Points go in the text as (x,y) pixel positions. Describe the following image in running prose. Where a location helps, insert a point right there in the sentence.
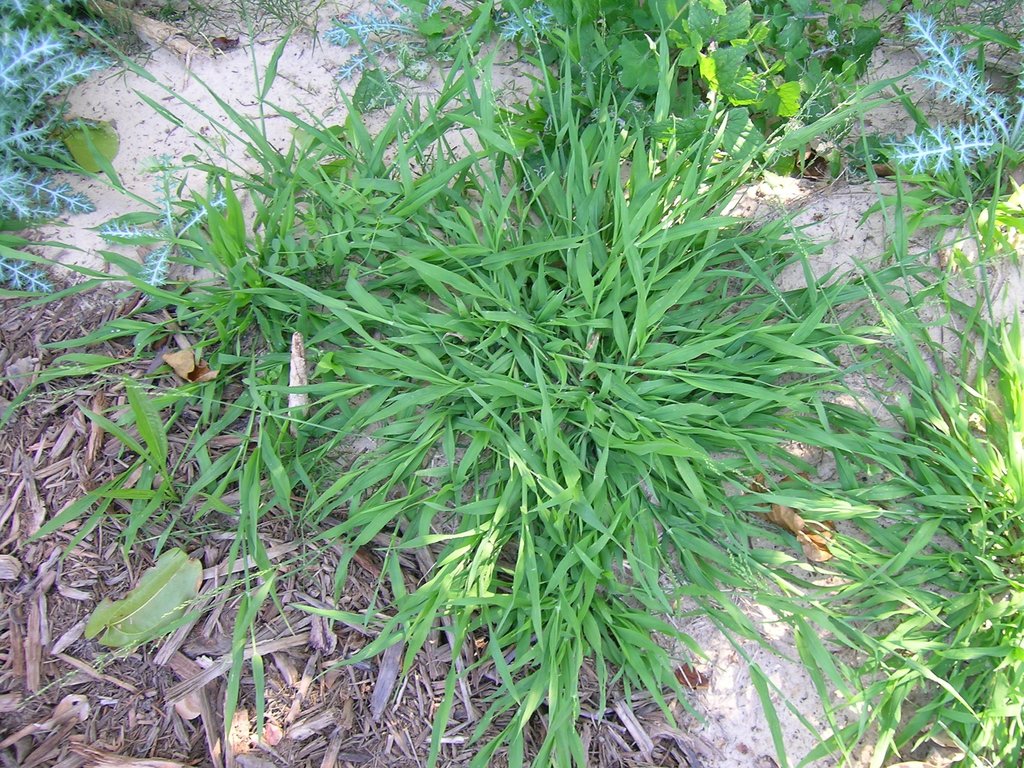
In this picture we can see grass (575,423) and few plants (355,107).
